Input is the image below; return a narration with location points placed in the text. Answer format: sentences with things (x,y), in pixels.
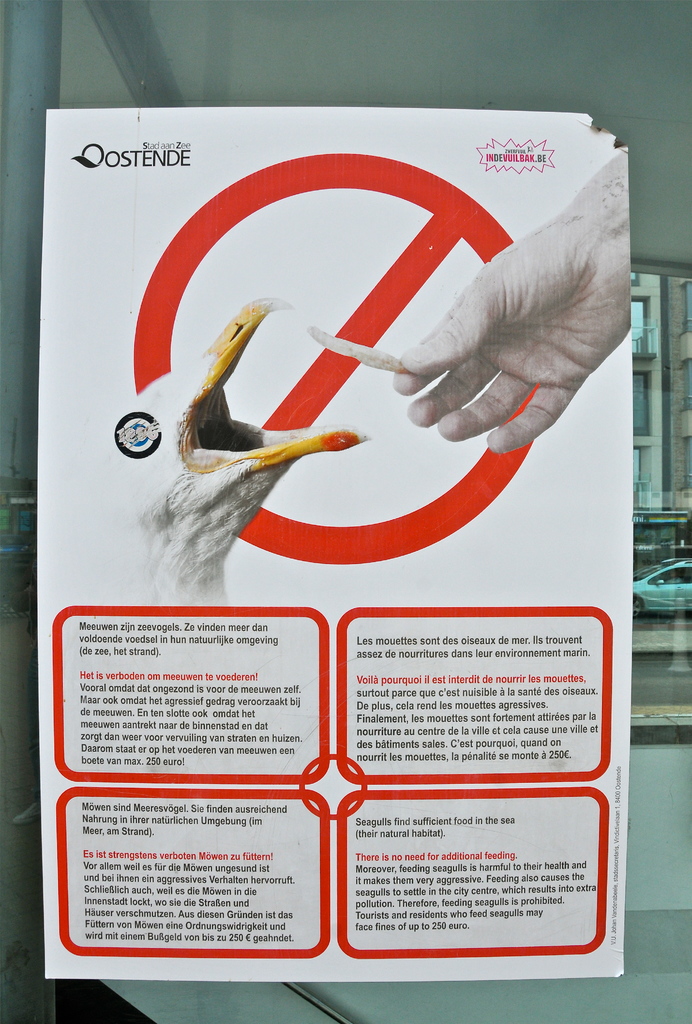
In this image I can see a paper (367,527) in the paper (339,460) I can see image of bird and person hand (517,317) and text (296,755) and on the right side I can see vehicle (681,605).
